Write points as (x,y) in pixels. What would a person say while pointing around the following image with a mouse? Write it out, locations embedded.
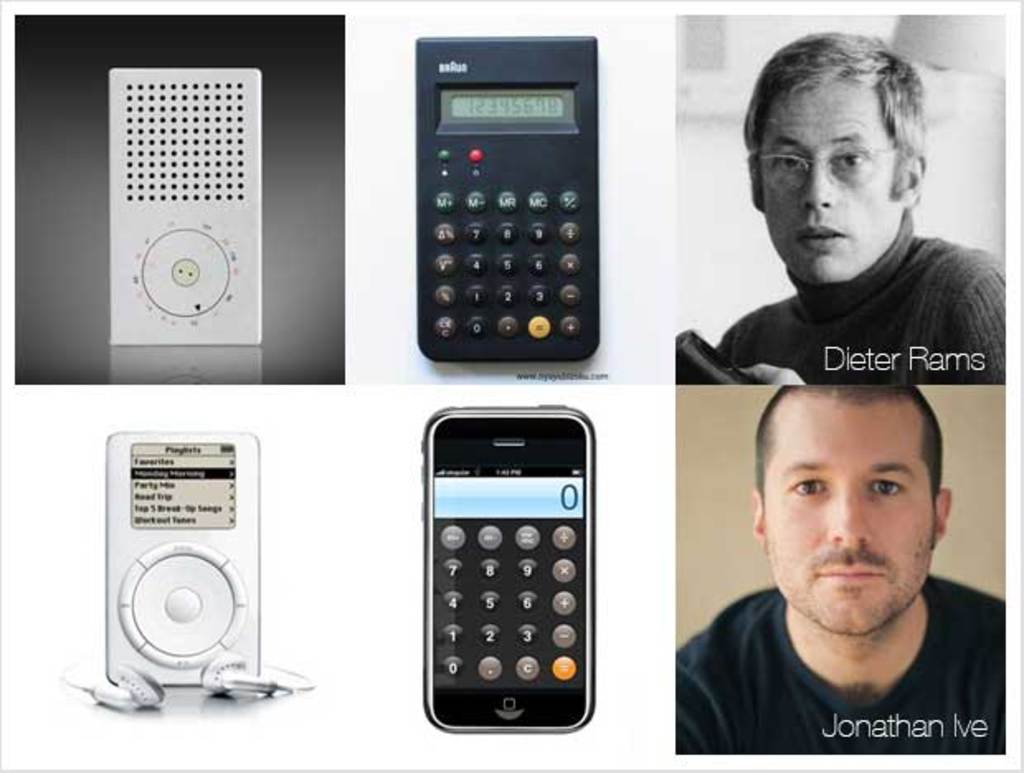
This picture is a collage of six images. Two of them are audio devices (202,220) and two of them are calculators (489,284) and the remaining two are men (841,388). Calculators (458,230) are in black color. Audio devices (191,486) are in white color.
